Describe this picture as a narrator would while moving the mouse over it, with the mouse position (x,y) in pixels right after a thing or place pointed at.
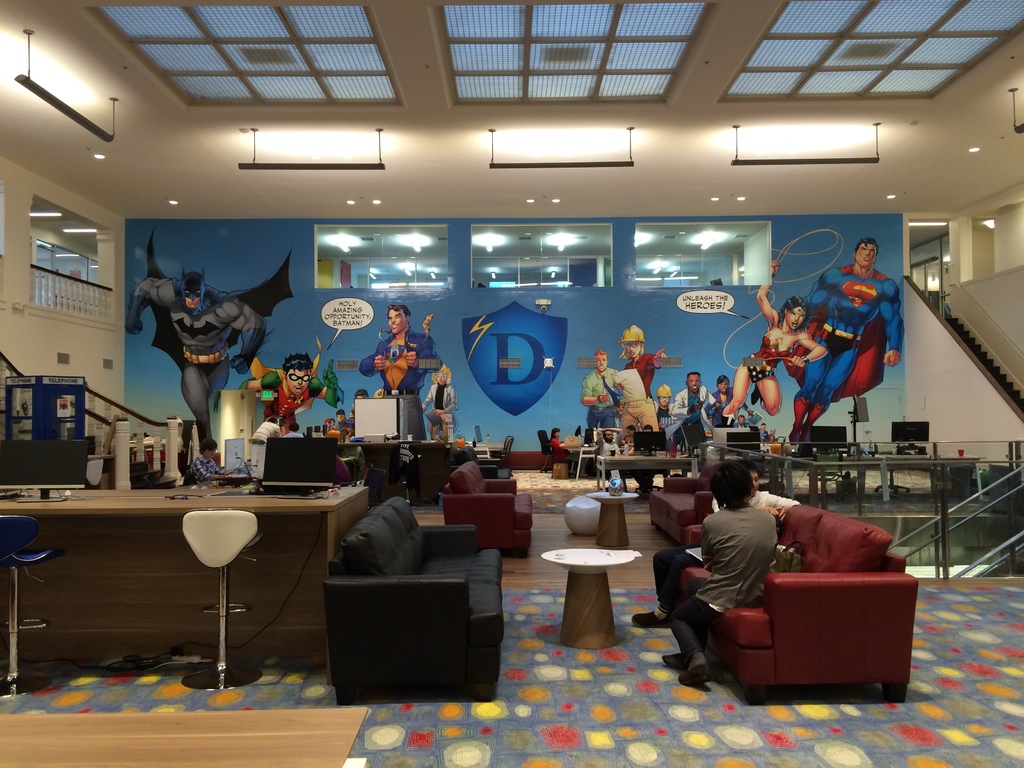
In this image I see a room (199,364) and there are lot of sofas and tables (607,463) and there are lot of computers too and there are few people (724,492). In the background (427,422) I see the wall (459,408) and there are fictional characters (187,361) on it and there are lights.
